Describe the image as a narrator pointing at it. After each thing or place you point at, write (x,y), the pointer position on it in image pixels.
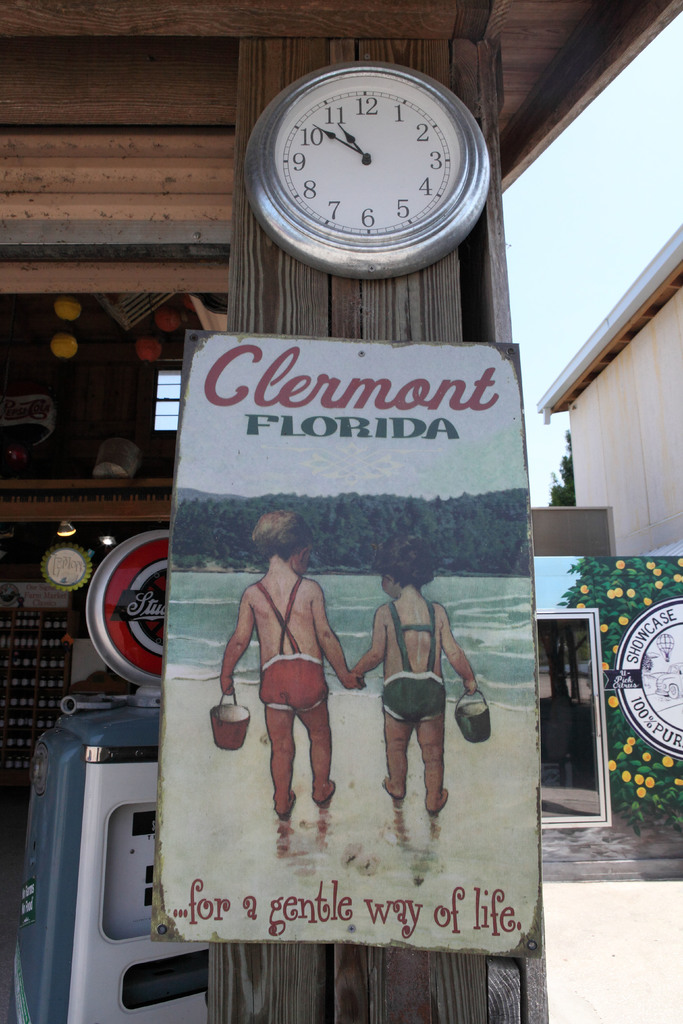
In this image I can see the wooden pillar (389,282) to which I can see a board (374,568) and a clock (391,180) which is white, black and silver in color. I can see the ceiling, a wall (613,642), few trees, a building (583,478) and the sky (670,215) in the background (627,226).
